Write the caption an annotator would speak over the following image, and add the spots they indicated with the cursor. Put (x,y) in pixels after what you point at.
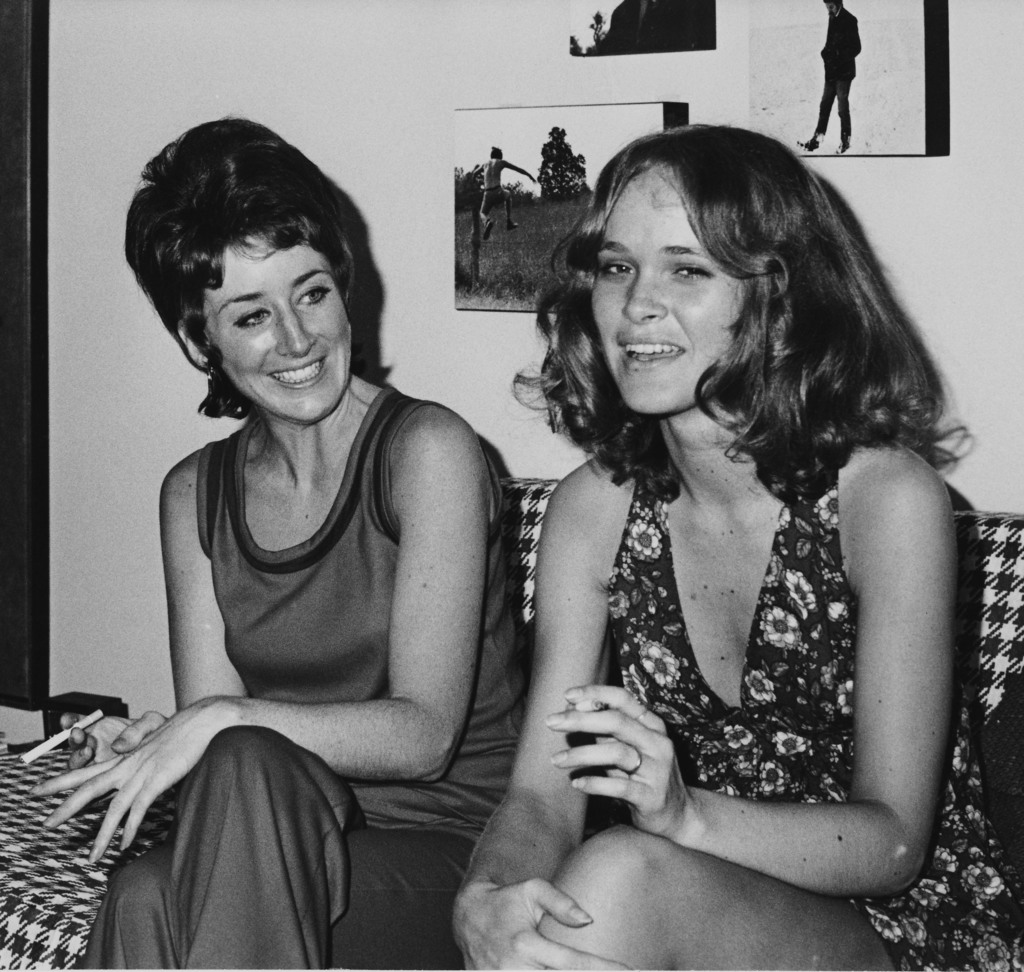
In this image I can see two people (673,816) are sitting on the couch (38,812) and one person (98,789) is holding something. I can see few frames (865,8) are attached to the wall (499,63). The image is in black and white.
